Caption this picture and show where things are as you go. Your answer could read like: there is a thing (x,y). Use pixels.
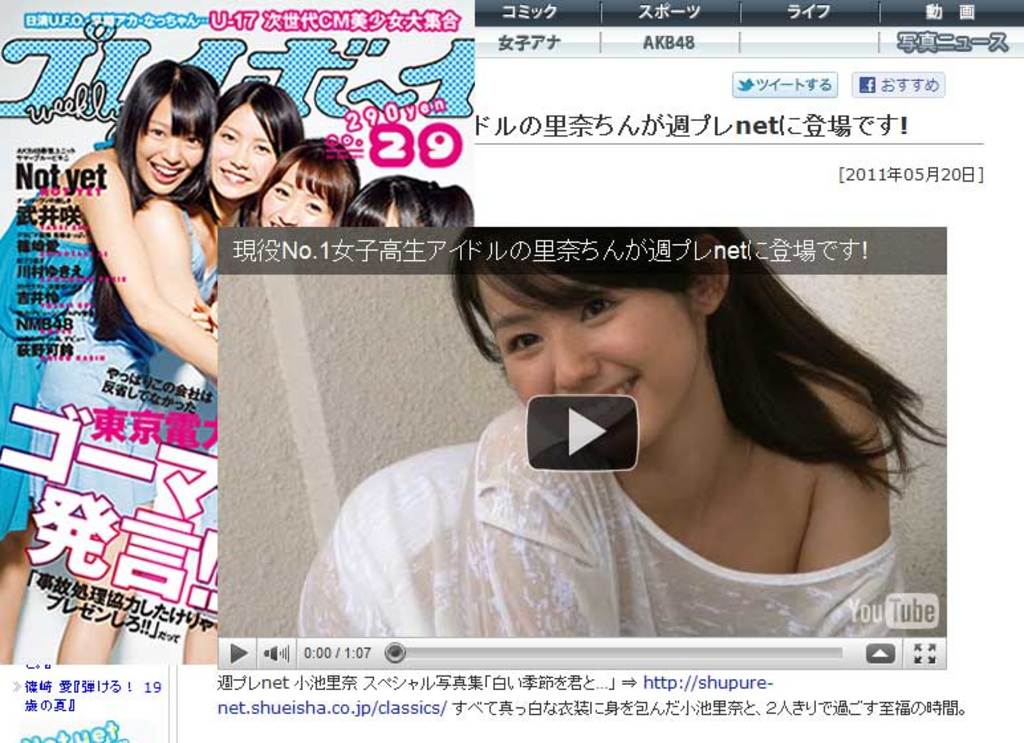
It is an edited image, there is a video (666,539) and behind the video (736,596) there are images of four girls (331,175) and in the right side (731,126) there is some transcription (647,126).
